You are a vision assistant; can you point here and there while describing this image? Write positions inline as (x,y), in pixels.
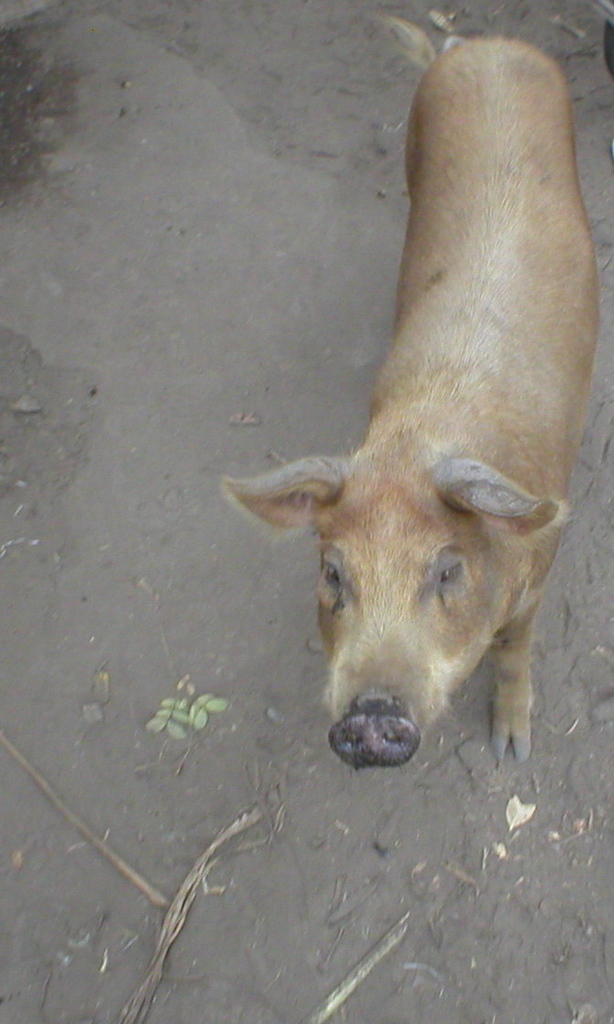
In this image we can see a pig (403,511). At the bottom of the image (247,888) there is soil (383,906).
